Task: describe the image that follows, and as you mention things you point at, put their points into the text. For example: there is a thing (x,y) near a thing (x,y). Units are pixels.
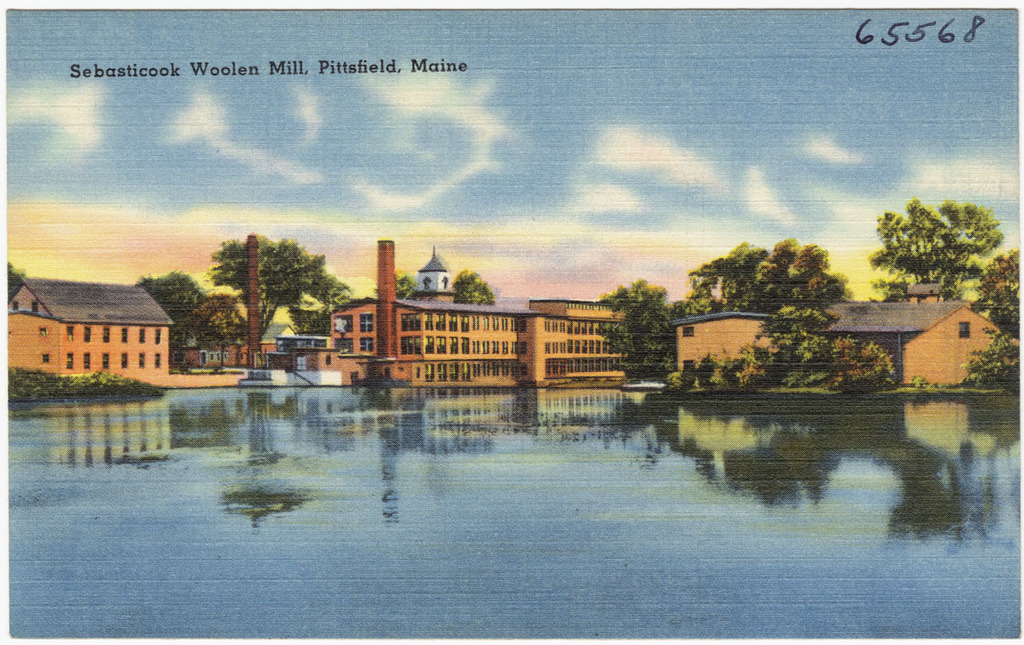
In this picture there is a poster (790,321) in the center of the image (516,322), which contains trees (875,349) and buildings (954,335) in the center of the image (586,373), there is water (438,433) at the bottom side of the image (564,526).
